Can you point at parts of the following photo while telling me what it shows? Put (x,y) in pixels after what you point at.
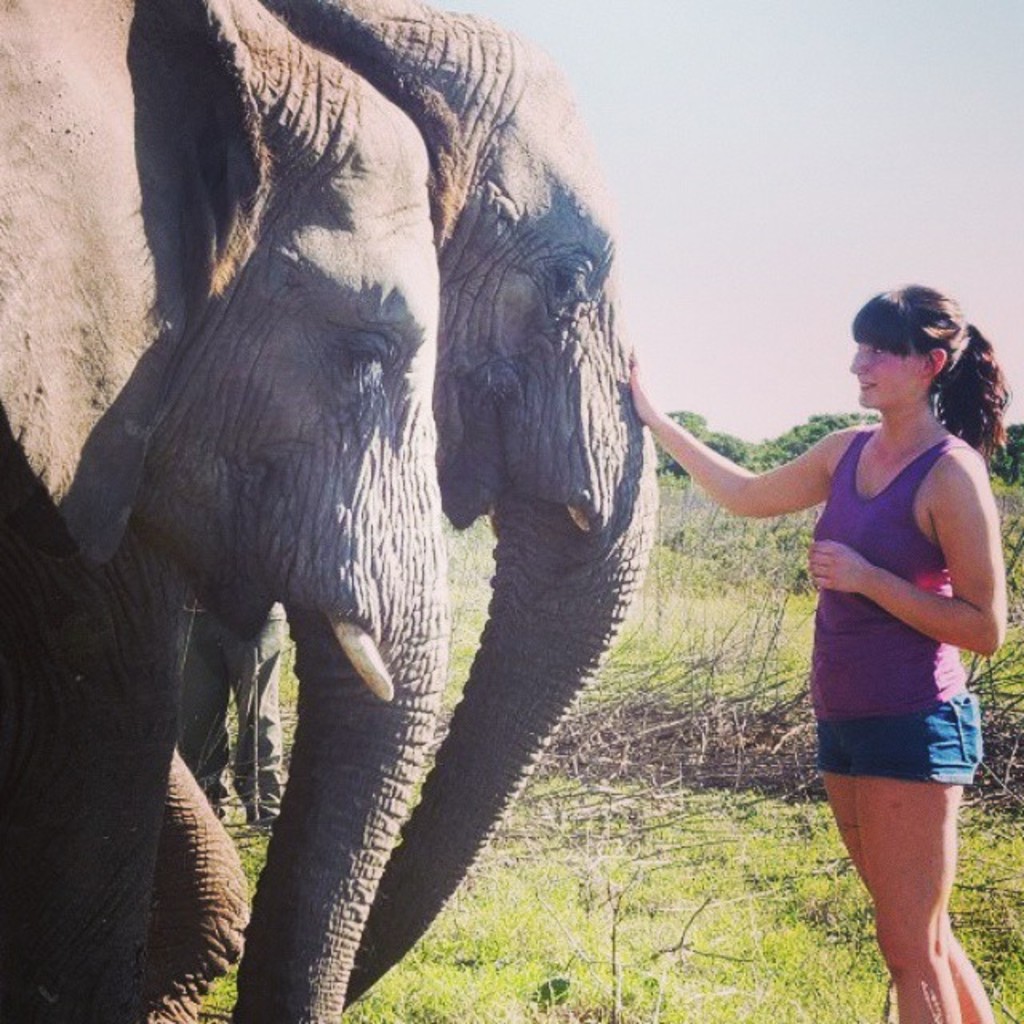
In this in the foreground (931,657) there is one women (931,651) who is standing, and on the left side (174,586) there are two elephants (414,664) and women (823,488) is putting her hand (638,400) on elephant (625,400). And in the background (694,614) there is grass (741,618) and trees (766,453), at the top of the image (696,225) there is sky (879,153).
